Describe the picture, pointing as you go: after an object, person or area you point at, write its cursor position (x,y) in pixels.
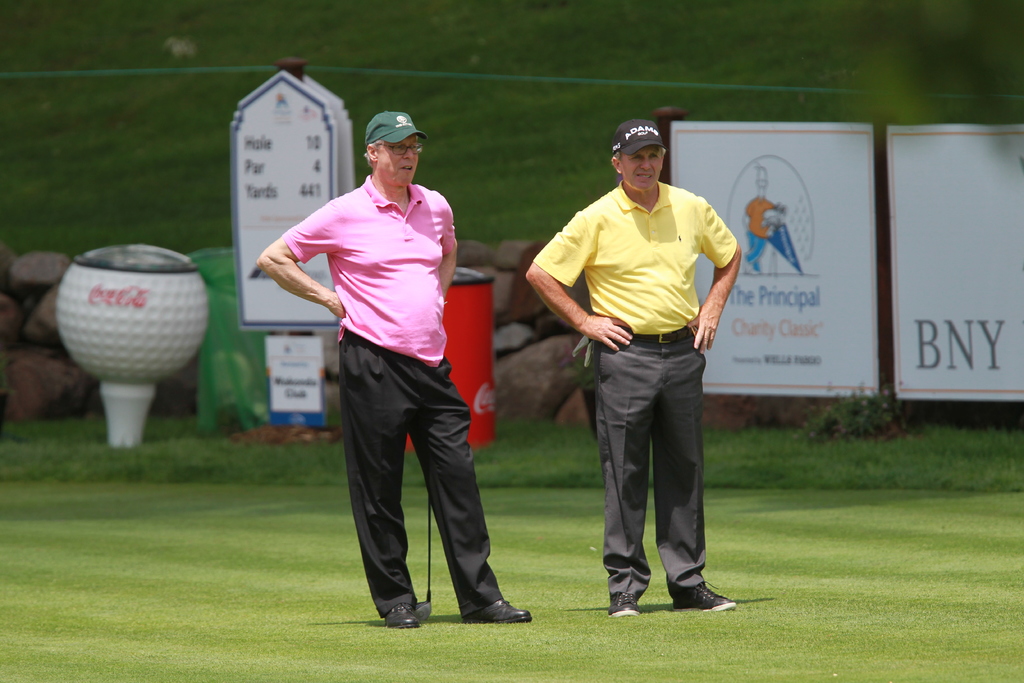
In this image there are two persons (476,542) standing on the grass (588,524) and one is holding a golf stick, there are boards (315,188) with some text (266,194), a white color object (154,346) and stones (544,349).
